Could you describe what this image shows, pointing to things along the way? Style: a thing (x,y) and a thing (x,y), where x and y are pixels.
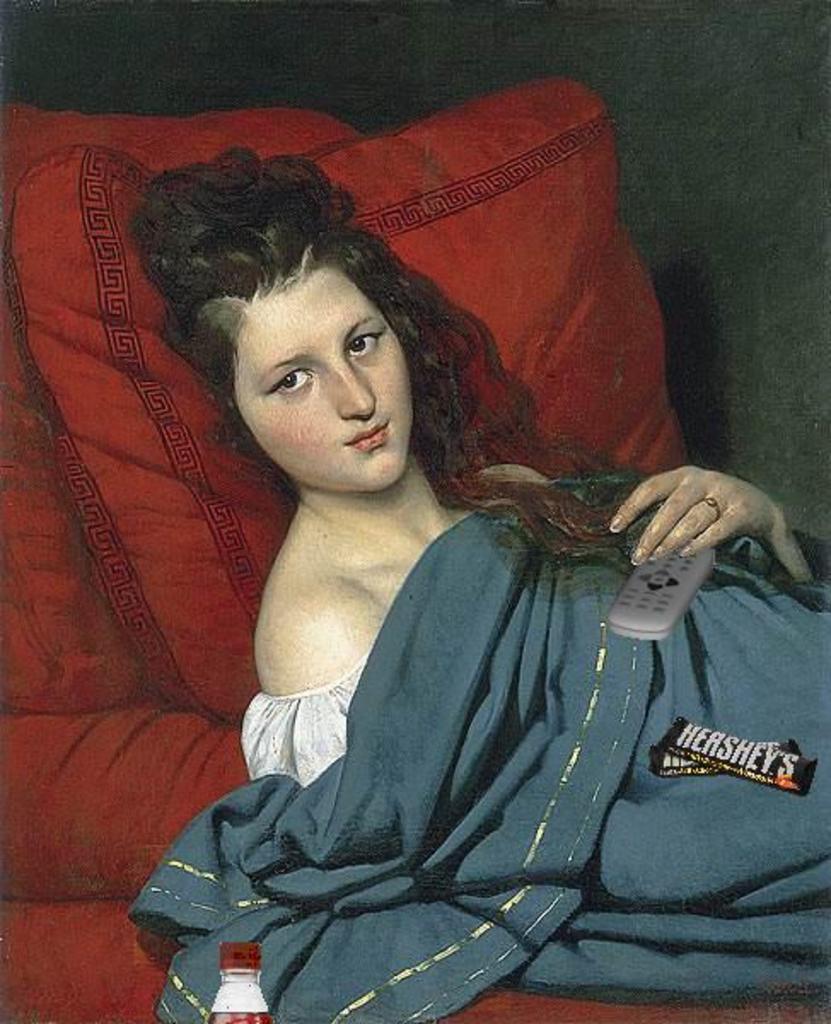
In this picture we can see a painting (457,616) of a woman (319,490), she is holding remote (650,599) and we can see blanket (797,823), red color couch (62,788) with pillow (64,258) along with bottle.
